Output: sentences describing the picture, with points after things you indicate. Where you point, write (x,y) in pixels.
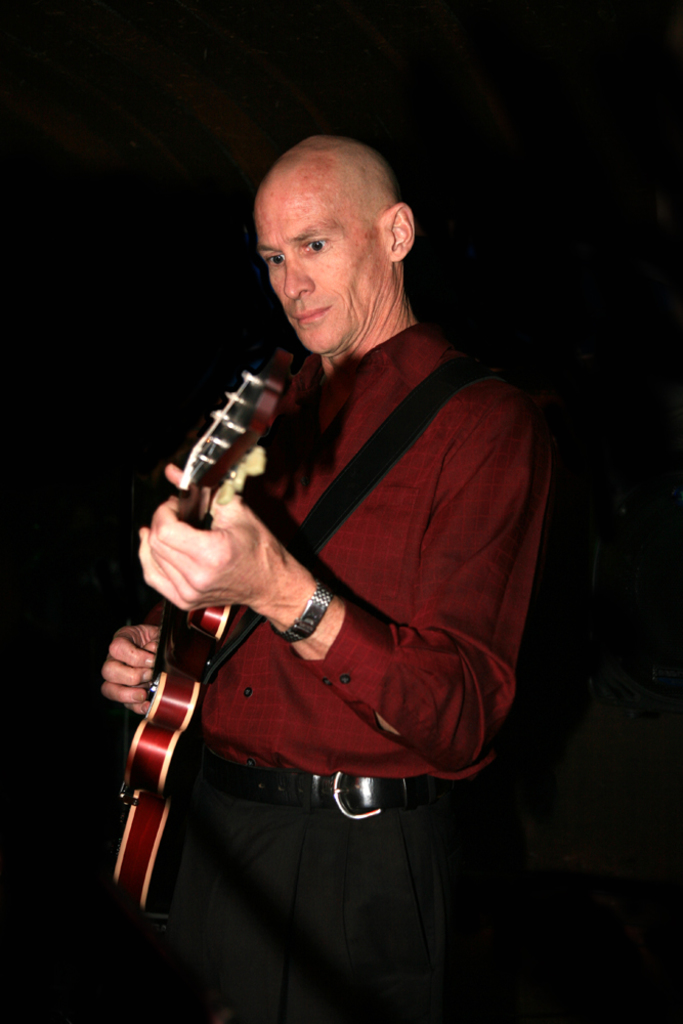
He is standing. He's holding a guitar (128,826). He's wearing a watch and belt (346,784).
